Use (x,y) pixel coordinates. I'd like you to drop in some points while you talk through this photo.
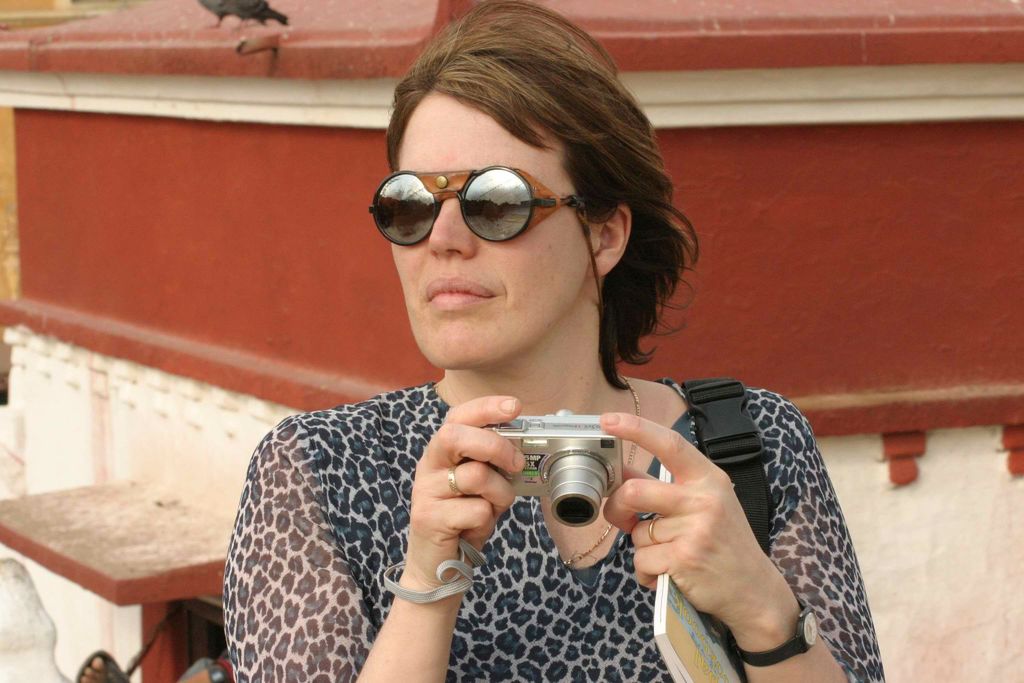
This picture shows a woman (537,669) seated and holding a camera (606,454) in her hand (445,436) and we see sunglasses (498,186) on her face (437,159) and she holds a book (722,671) in her hand (676,562).
